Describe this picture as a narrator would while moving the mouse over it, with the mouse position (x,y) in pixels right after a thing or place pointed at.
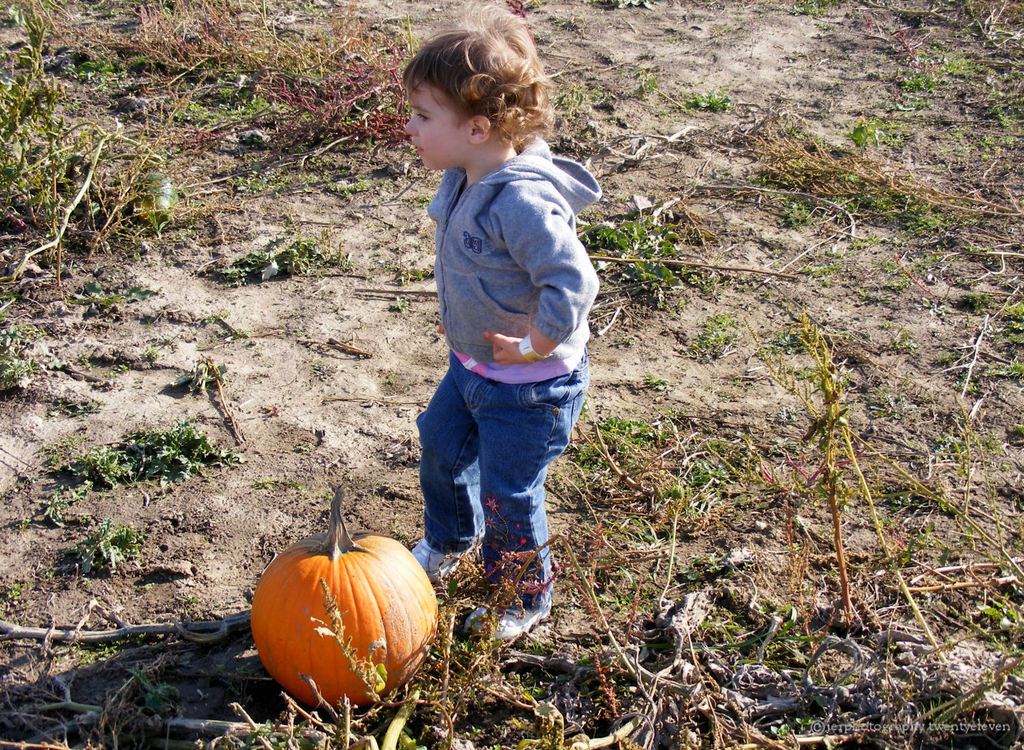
In the center of the image (515,284), we can see a kid (496,218) wearing a coat (496,218) and standing and at the bottom (304,581), there is a pumpkin (345,609) and we can see some plants (130,473) on the ground (732,412).
